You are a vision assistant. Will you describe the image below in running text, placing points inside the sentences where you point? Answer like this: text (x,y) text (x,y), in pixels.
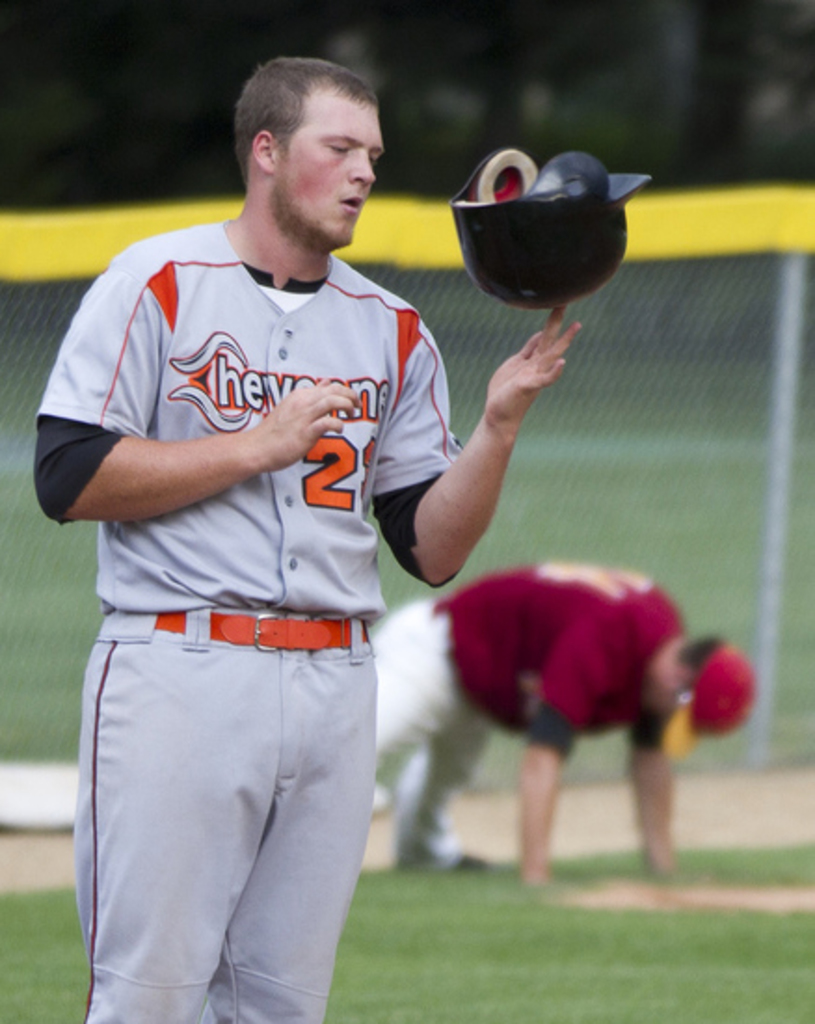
There is a player (409,558) he is standing in the ground (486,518) and holding a helmet (531,272) with his left hand tip (549,323) and looking at the helmet (520,204), behind him another player (524,650) is performing some activity and behind them there is a fencing (413,260) around the ground (683,780) and the background (85,18) is blurry.
